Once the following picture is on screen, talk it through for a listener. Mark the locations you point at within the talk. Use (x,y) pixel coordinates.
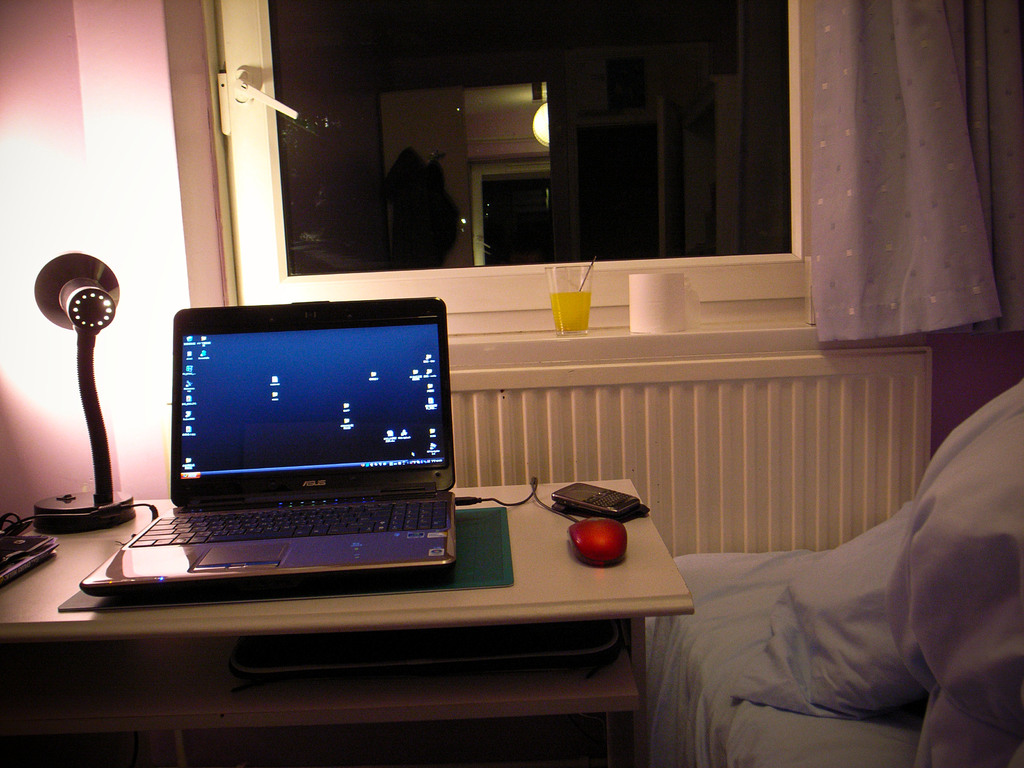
This is the picture inside of the room (633,428). At the right side of the image (825,749) there is a bed (790,628). There is a laptop (269,306), lamp (93,440), phone (584,491), mouse (584,535), keyboard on the table (196,714). At the back (390,231) there is a glass (557,319), tissue (669,303) on the window (472,312) and there is a curtain (858,89) at the right side of the image (857,171).
